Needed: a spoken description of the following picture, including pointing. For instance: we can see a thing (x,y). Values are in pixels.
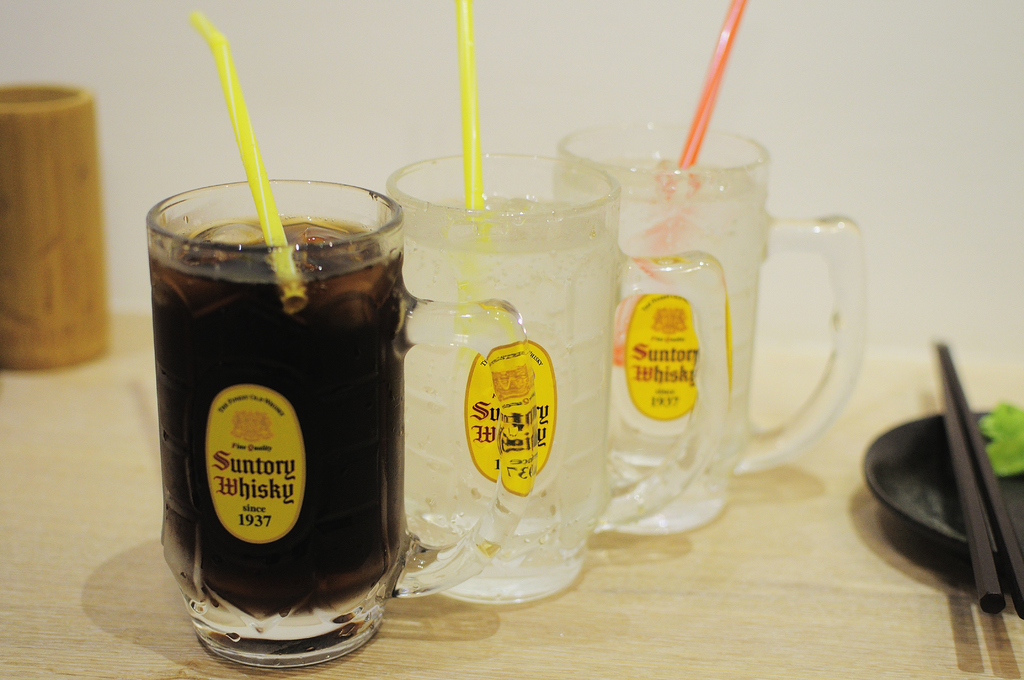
These 3 juice glasses (294,378) are highlighted in this picture. In this juice glasses (504,256) there are straws (472,138). Beside this glasses (634,419) there is a plate (885,461) and chopsticks (971,467).
